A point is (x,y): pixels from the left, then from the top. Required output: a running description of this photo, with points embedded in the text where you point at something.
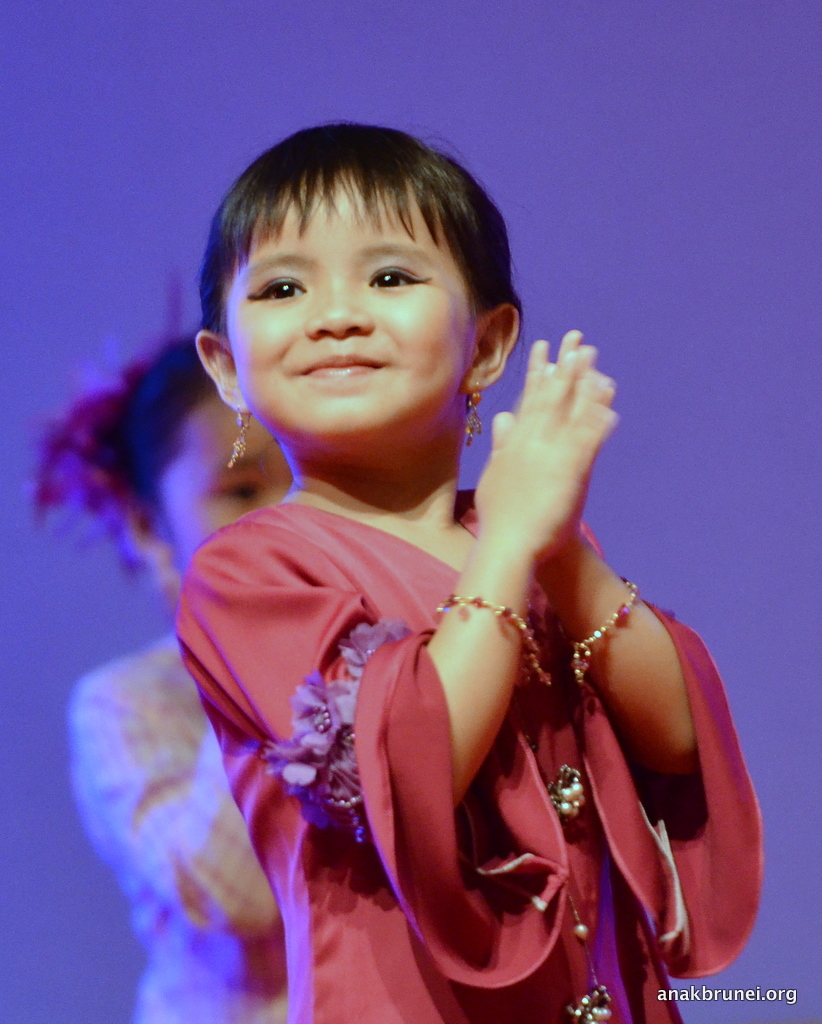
In this image we can see there is a girl (441,777) with a smile on her face (295,416), behind this girl (185,633) there is another girl (155,658).
